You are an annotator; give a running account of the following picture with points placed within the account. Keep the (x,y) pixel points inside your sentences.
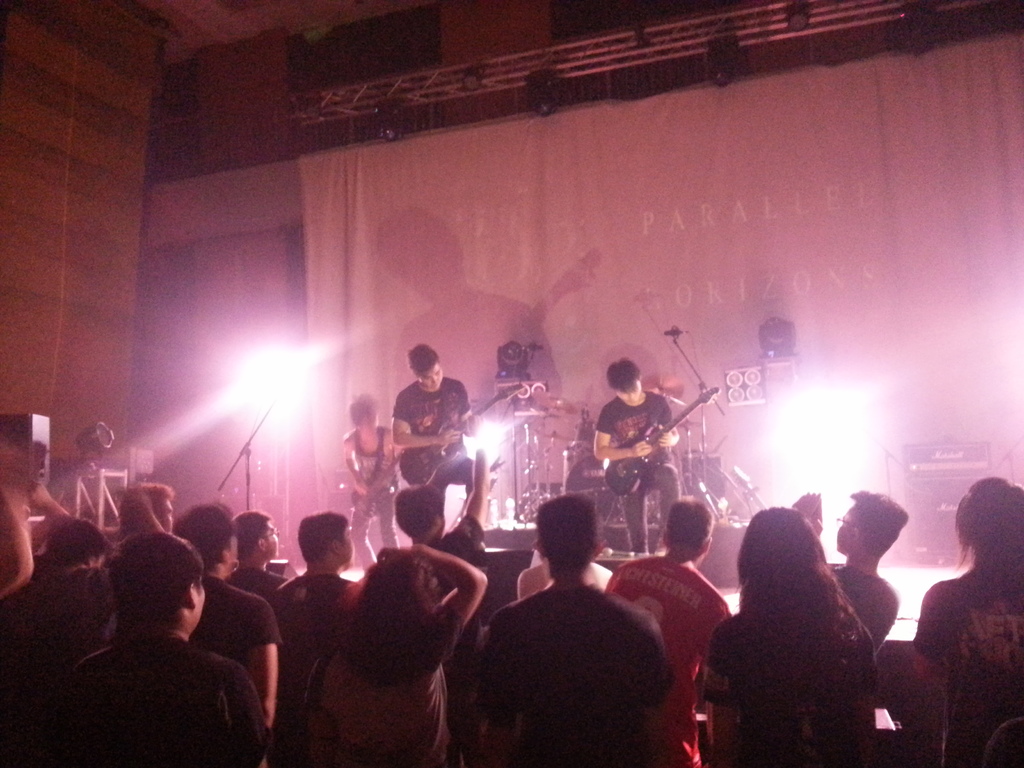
This image is taken in a concert. In the background (458,297) there is a cloth (545,261) which is white in color and there is a text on it. There are a few musical instruments (570,475), lamps (805,467) and speaker boxes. On the left side of the image (51,214) there is a wall (84,214). At the bottom of the image (112,581) a few people (123,625) are standing on the floor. In the middle of the image (669,440) three people (616,432) are standing on the dais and playing music with musical instruments (450,446) and there are a few mics (259,426).
